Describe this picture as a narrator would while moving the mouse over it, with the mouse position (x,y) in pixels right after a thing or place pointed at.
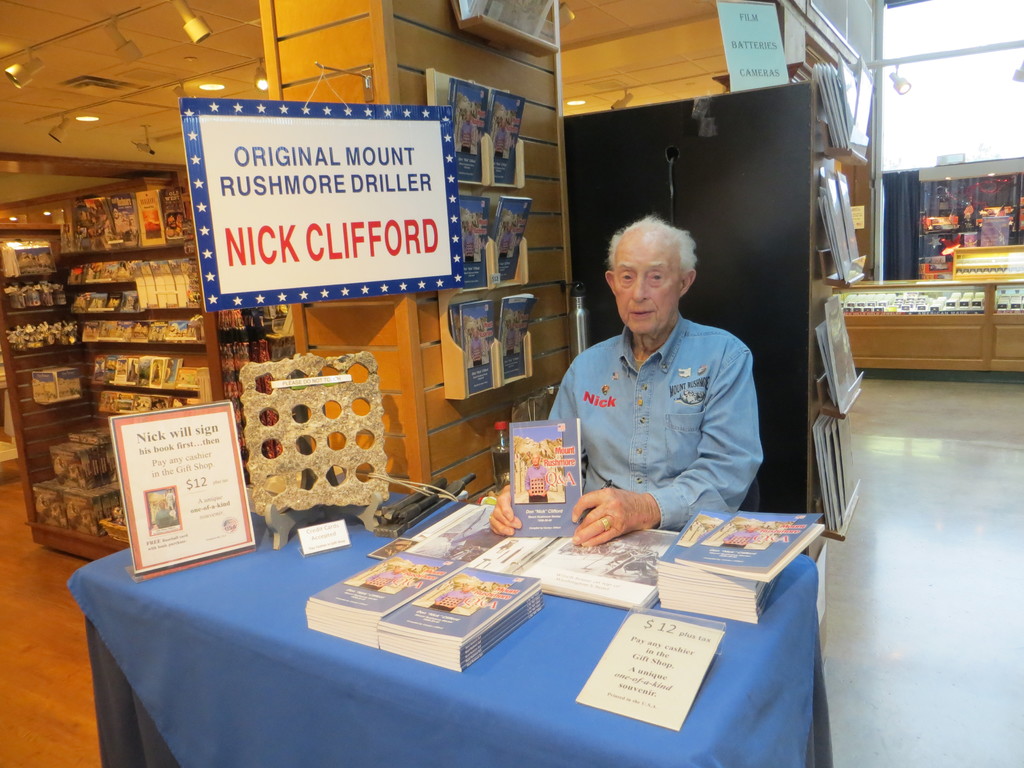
In the image we can see a man (666,420) sitting, wearing clothes (707,469) and finger ring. In front of him there is a table (313,649), on the table (383,659) there are books (427,614), frame (238,524) and other objects (293,426). Here we can see a board (299,166) and text (323,159) on it. Here we can see shelves (141,314) and other things (65,336) on the shelves (32,314). Here we can see a floor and lights (15,83).
